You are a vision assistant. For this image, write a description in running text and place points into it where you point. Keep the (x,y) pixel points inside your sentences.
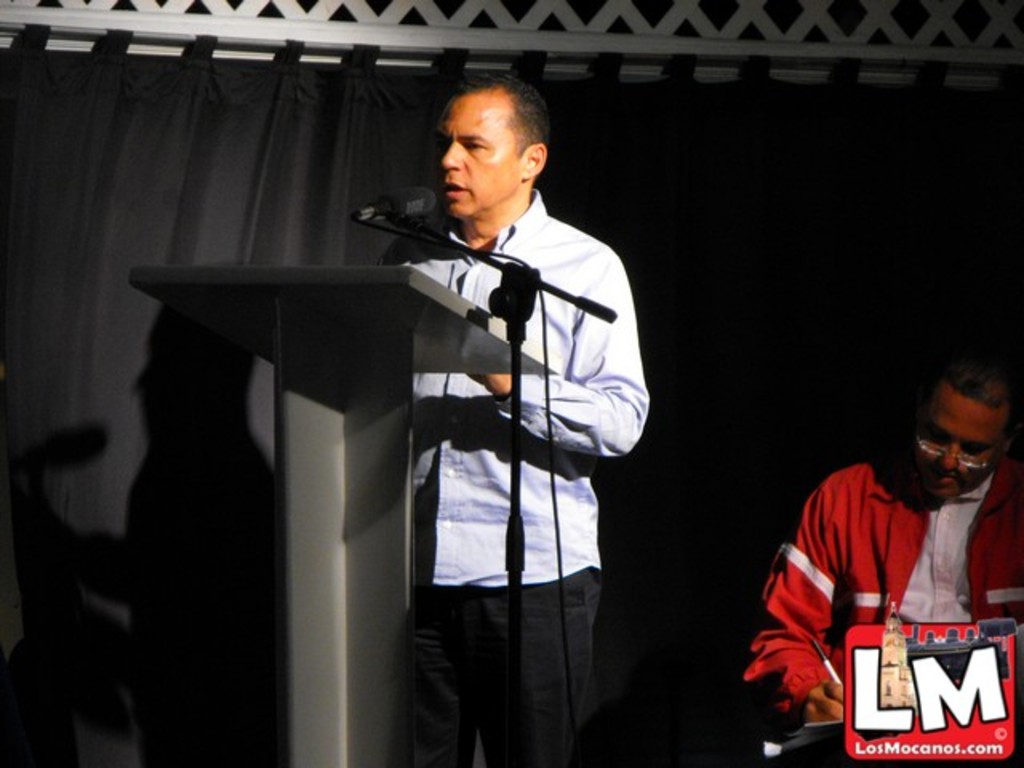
A man (530,442) is standing near the podium (415,355) and speaking in the microphone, he wore shirt (581,539), trouser (572,590). On the right side (840,585) a man (979,455) is sitting and writing, this man (843,599) wore red color coat (846,576).
